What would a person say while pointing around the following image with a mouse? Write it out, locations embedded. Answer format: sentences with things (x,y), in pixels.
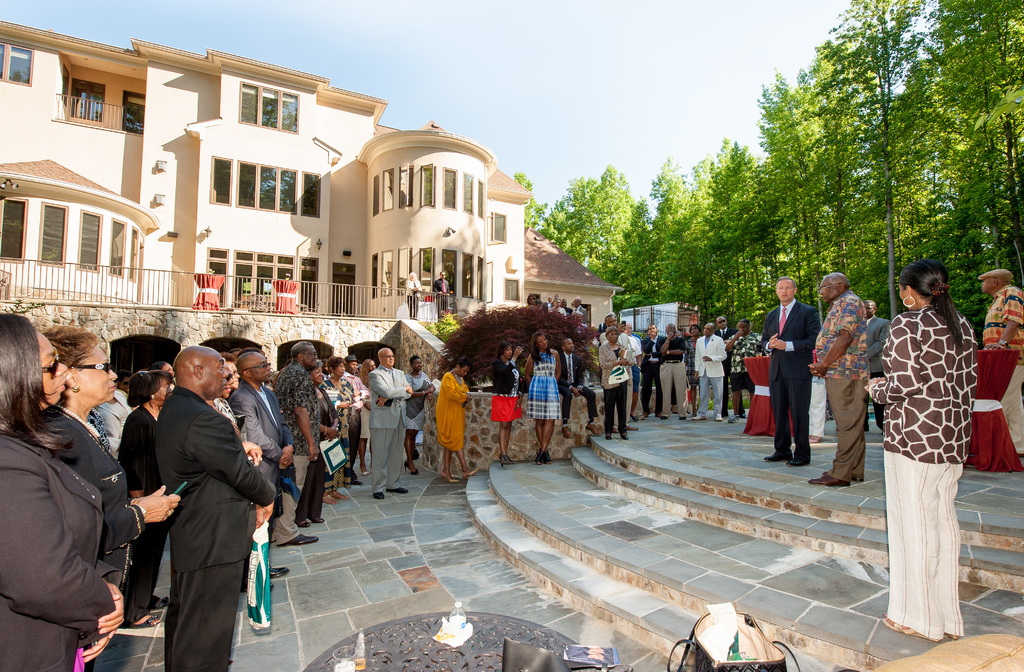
In this picture we can see the group of men and women (335,474) standing and listening to the man (773,316) who is standing on the stage (813,450) wearing a black color coat (803,330). Behind there is a beautiful house (427,193) with many windows (427,193).
